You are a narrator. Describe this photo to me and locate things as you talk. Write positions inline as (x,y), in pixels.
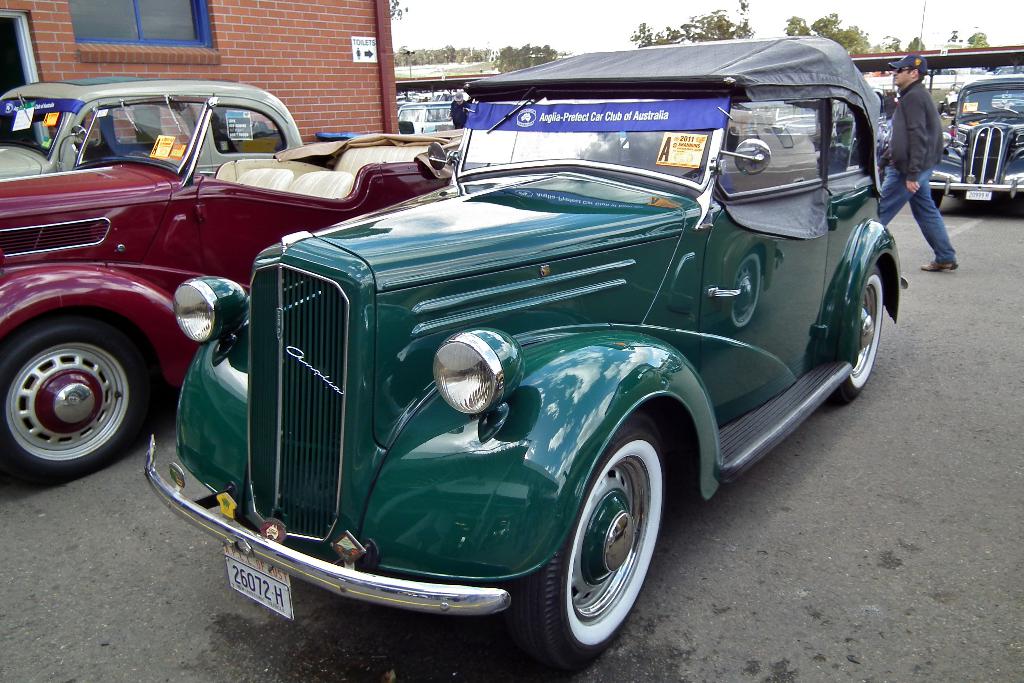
In this image I can see a car (585,369) in green color. Beside it there is another car (151,237) in maroon color and few cars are parked. On the left side (263,71) there is a house (255,41), on the right side (915,193) a man (921,165) is walking on this road (941,287), he wore cap (899,63). At the back side (711,33) there are trees (657,43) in this image.
